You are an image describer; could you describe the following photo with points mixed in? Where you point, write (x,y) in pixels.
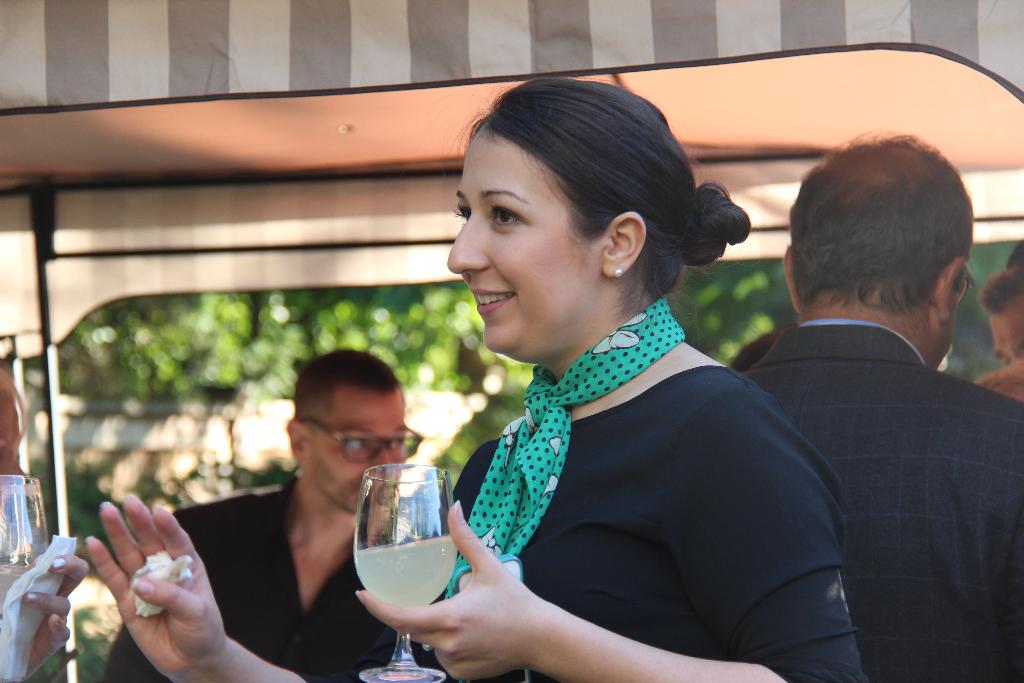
here in this picture we can see a woman (575,259) holding a glass (433,572) with her hands (527,593) and talking to someone (30,604) present in front of her, here we can see some people (314,366) behind her, here we can see trees (282,351) which are away from the woman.
